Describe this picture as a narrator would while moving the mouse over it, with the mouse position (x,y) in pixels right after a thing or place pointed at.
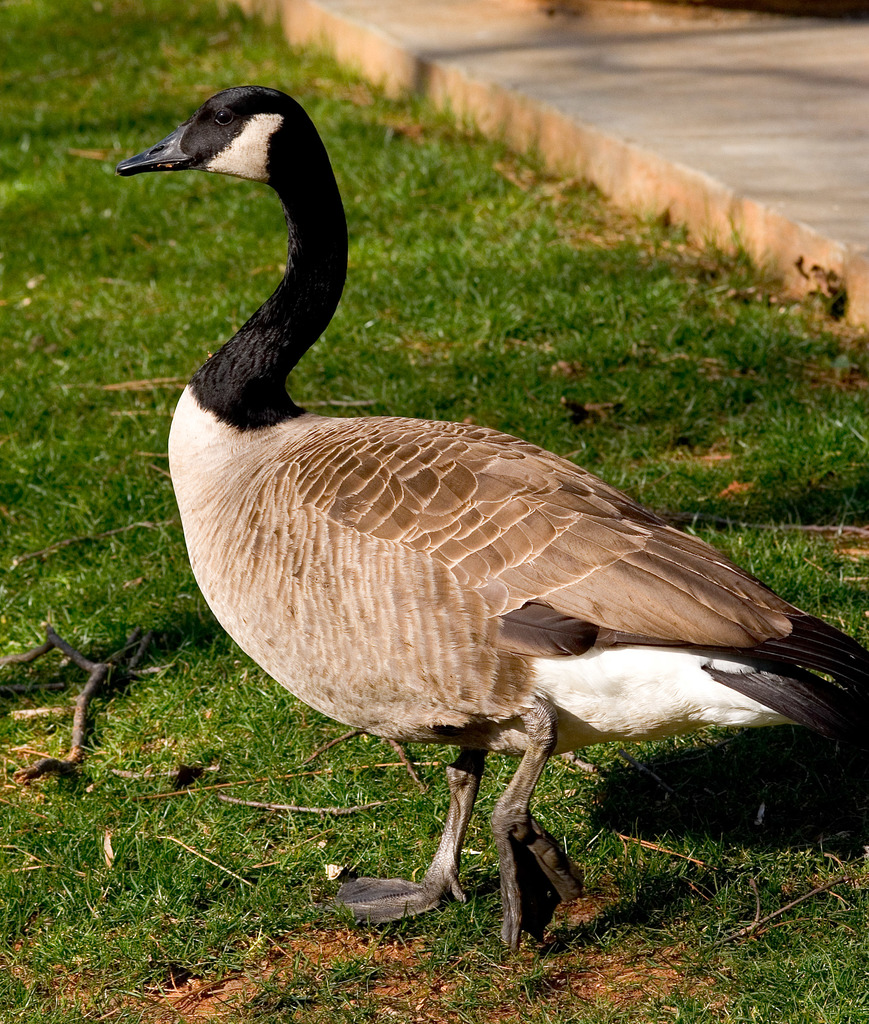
In this image in the foreground (511,460) there is a bird (511,460), and at the bottom (327,719) there is grass (514,225) and some sticks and in the top right hand corner (679,158) there is walkway (568,115).
